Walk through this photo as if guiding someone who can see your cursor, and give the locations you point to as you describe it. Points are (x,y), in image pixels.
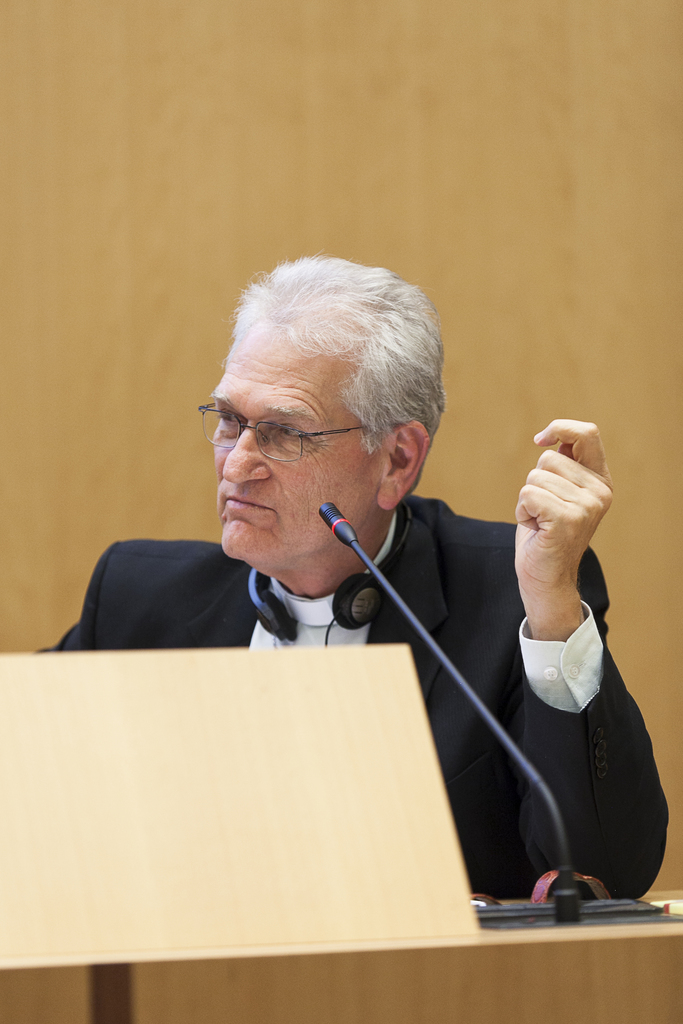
In this picture I can observe a person (392,404) in front of a table (384,976). There is a mic (335,513) on the table (559,926). The person (323,537) is wearing spectacles (224,414) and a coat (181,605). In the background (131,166) there is a cream color wall (329,213).
